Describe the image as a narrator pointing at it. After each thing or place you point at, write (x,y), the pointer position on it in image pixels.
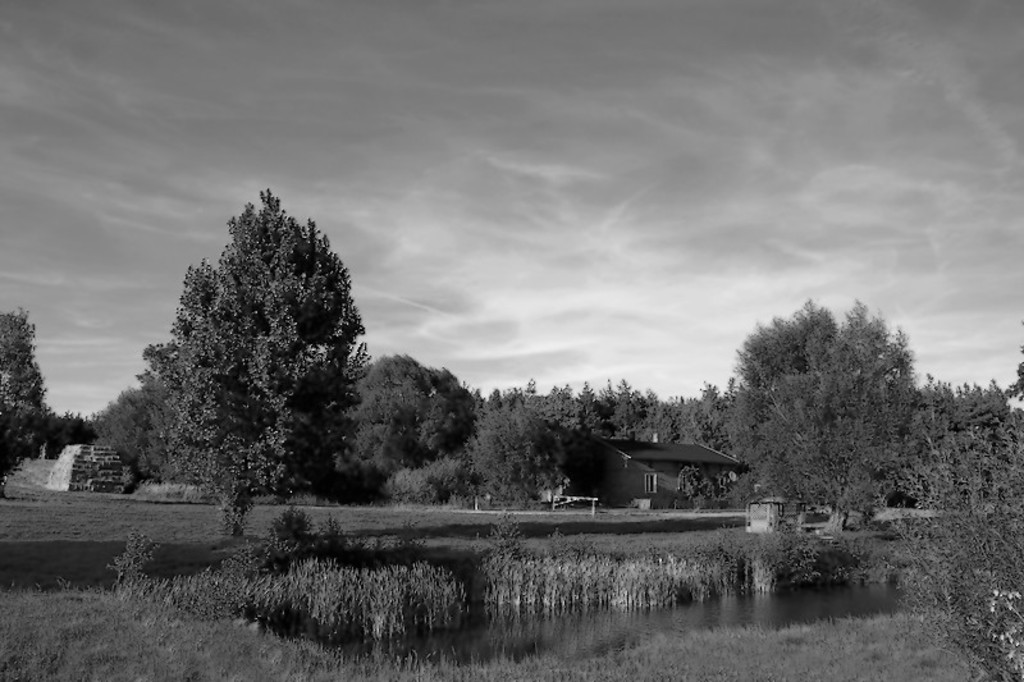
In this picture i can see many trees (897,436), plants (238,600) and grass (781,628). At the bottom (863,600) there is a water (793,621). In the background (705,468) there is a shed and building (633,471). At the top (838,60) i can see the sky (771,114) and clouds (852,104).
